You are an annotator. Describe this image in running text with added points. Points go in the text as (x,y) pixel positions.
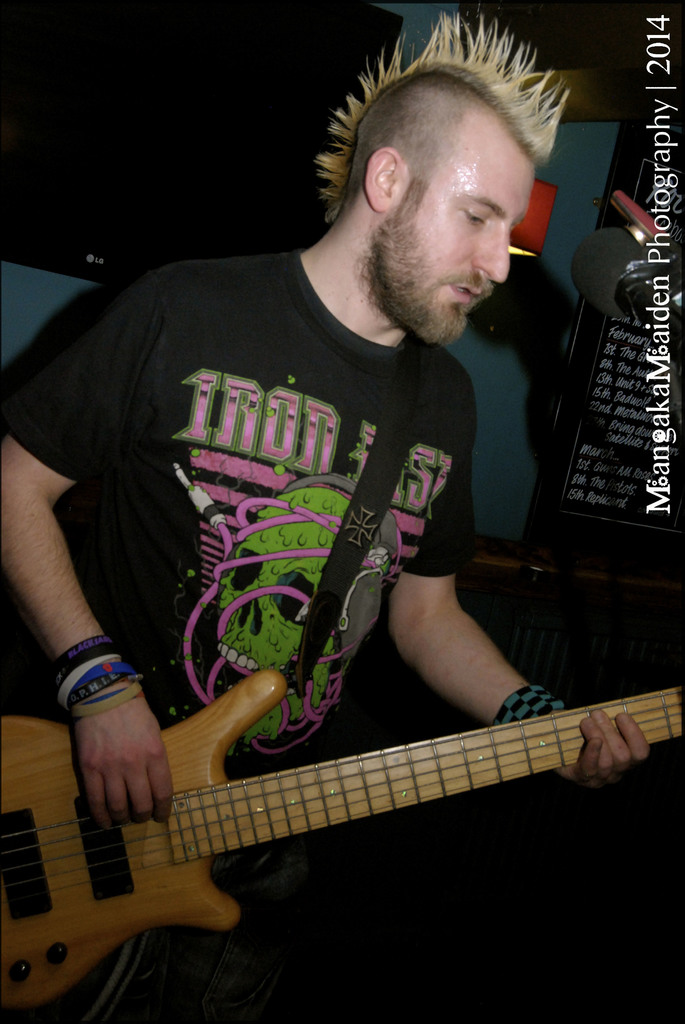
In this Image I see a man (363,84) who is standing and holding a guitar (258,805).
